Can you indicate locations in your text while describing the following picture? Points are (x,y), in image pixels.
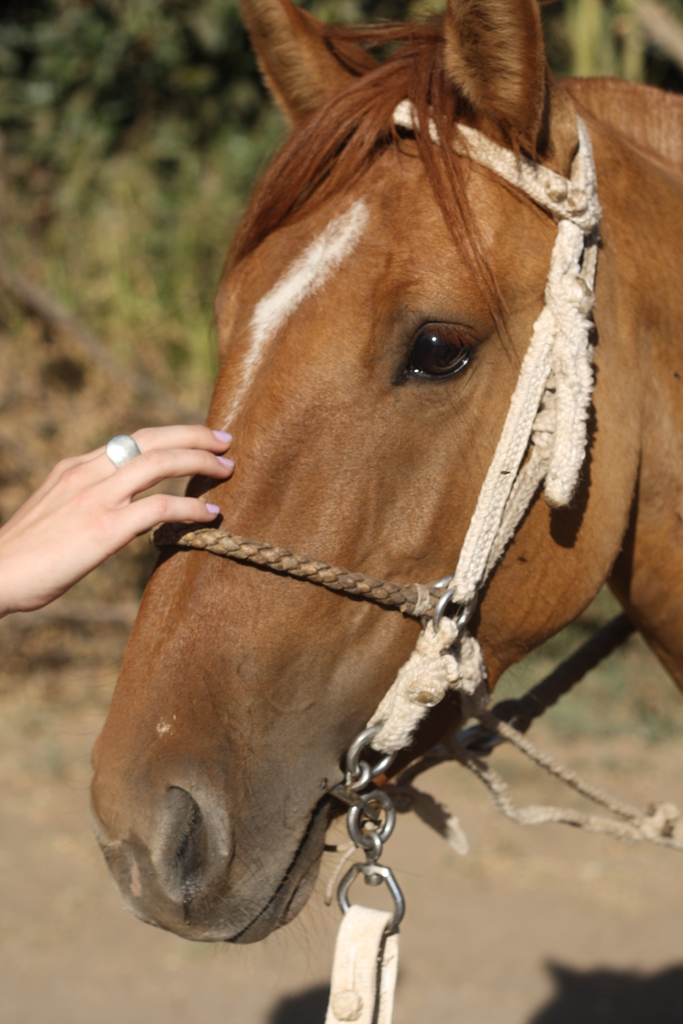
In this picture, there is a horse (475,278) towards the right (634,500). It is tied with the ropes (499,524) and belts (482,517). Towards the left (183,431), there is a hand (139,442). To the finger (94,471) there is a ring (138,451). In the background (191,239), there are trees (628,53).
